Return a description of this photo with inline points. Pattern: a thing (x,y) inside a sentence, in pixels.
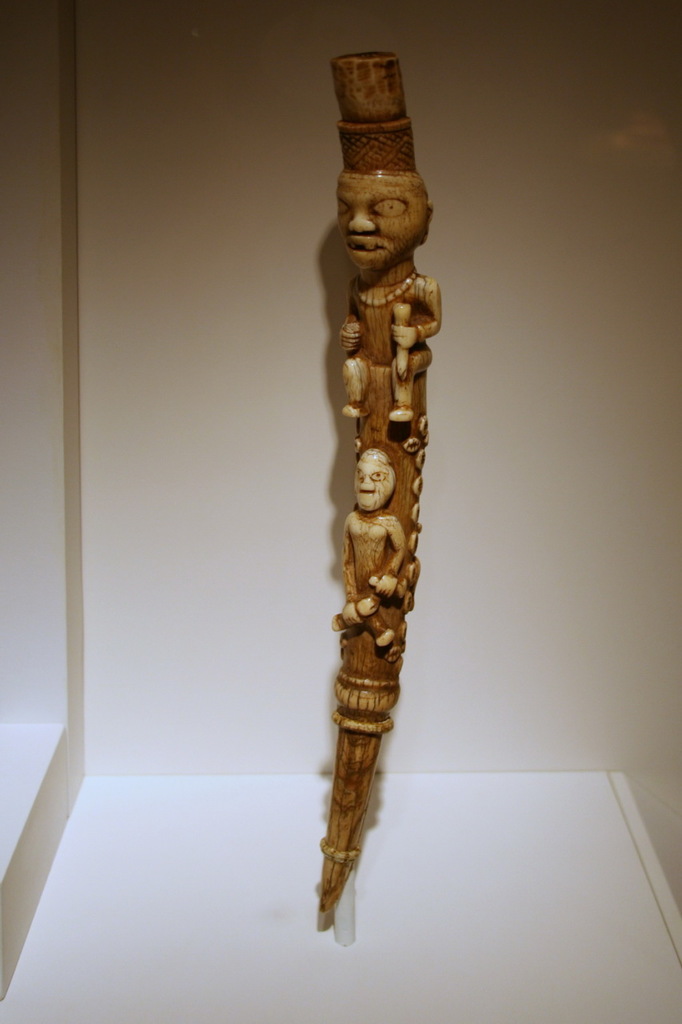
In the center of a picture there is a wooden object (376,526). The wooden object (385,342) is carved. The object (352,701) is placed in a white box (427,106).
